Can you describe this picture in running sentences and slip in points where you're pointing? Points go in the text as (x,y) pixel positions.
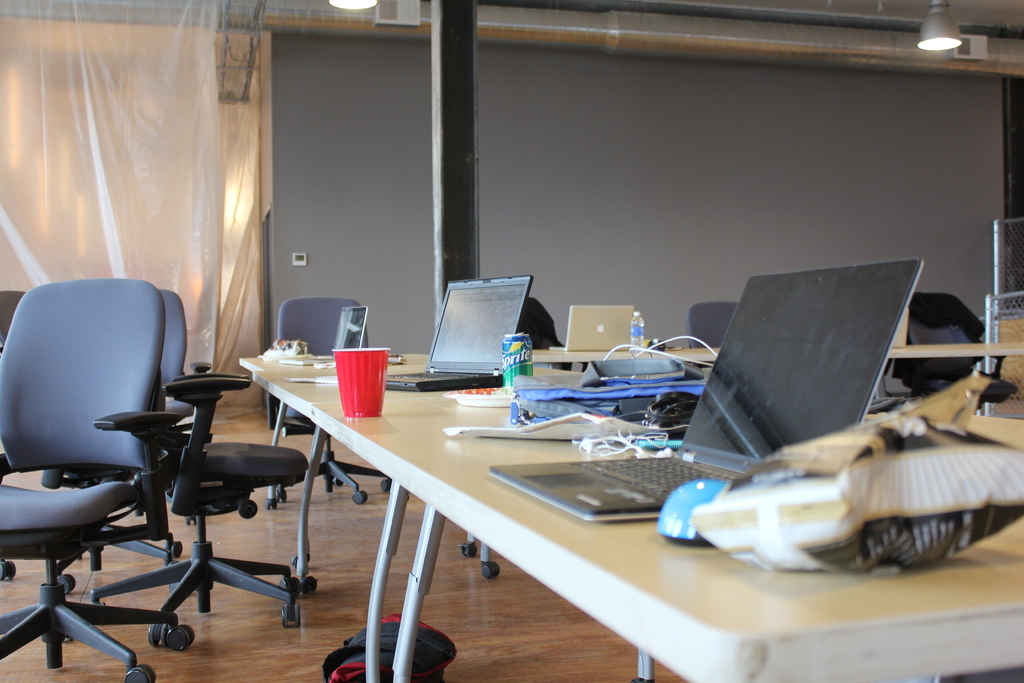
In the center of the image (387,422) there is a table (737,675) on which there are laptops (517,324), there is a sprite tin (504,353), there is a glass (373,413), there are other objects (580,430). There are many chairs (277,403). In the background of the image (510,165) there is a wall (536,200).
